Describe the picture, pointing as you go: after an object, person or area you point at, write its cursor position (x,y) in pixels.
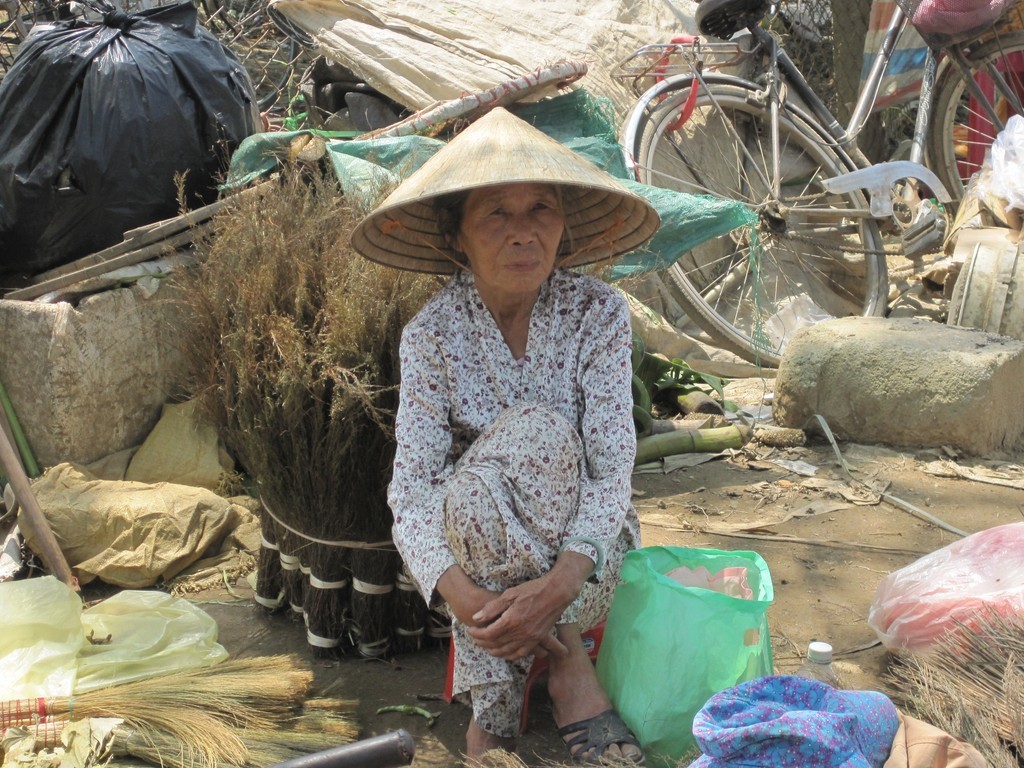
In the image there is an old woman (506,397) with hat (508,122) over her head (477,235) sitting on land (570,760) with a cover (696,608) in front of her and broomsticks (369,359) behind her and there are many things (150,613) on the land (788,488), on the right side (801,166) there is a cycle (775,276) in front of rocks (887,361), on the left side (131,184) it seems to be a garbage (179,141).
